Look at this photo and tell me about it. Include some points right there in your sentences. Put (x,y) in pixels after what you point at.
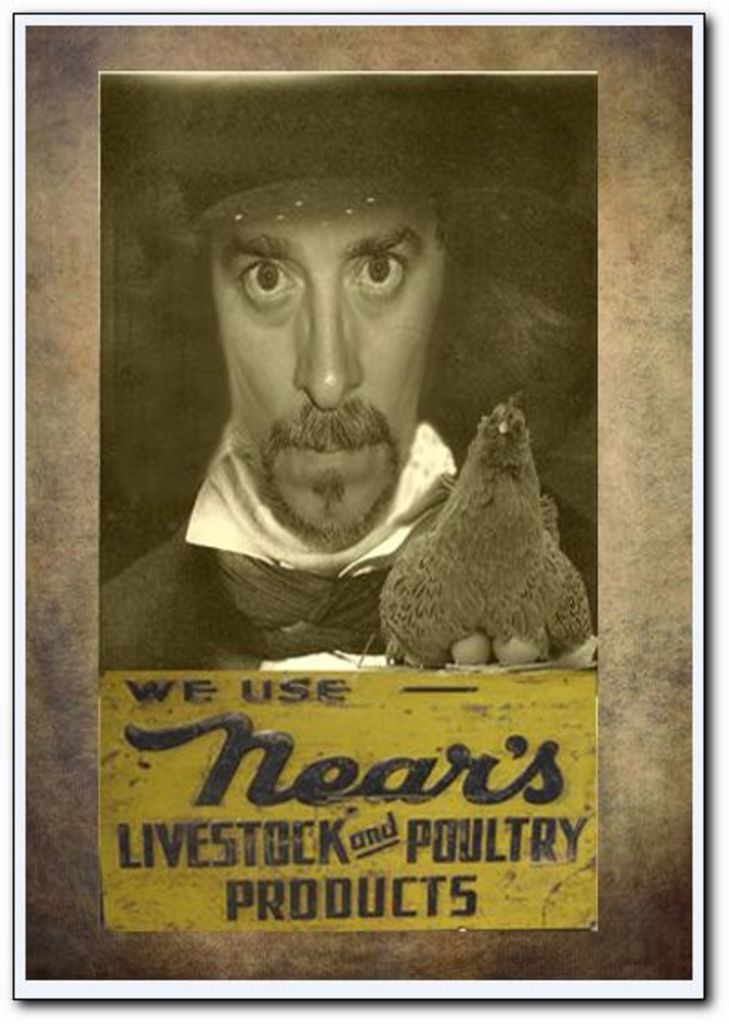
In this picture, we see a poster (273,548) of a man (200,528) who is wearing a white shirt (197,503) and black jacket (223,576) and a hen (487,510) near him and at the bottom of the poster (279,867), we see some text (480,764) written on it. This poster (273,723) is placed on the wall (152,957).
